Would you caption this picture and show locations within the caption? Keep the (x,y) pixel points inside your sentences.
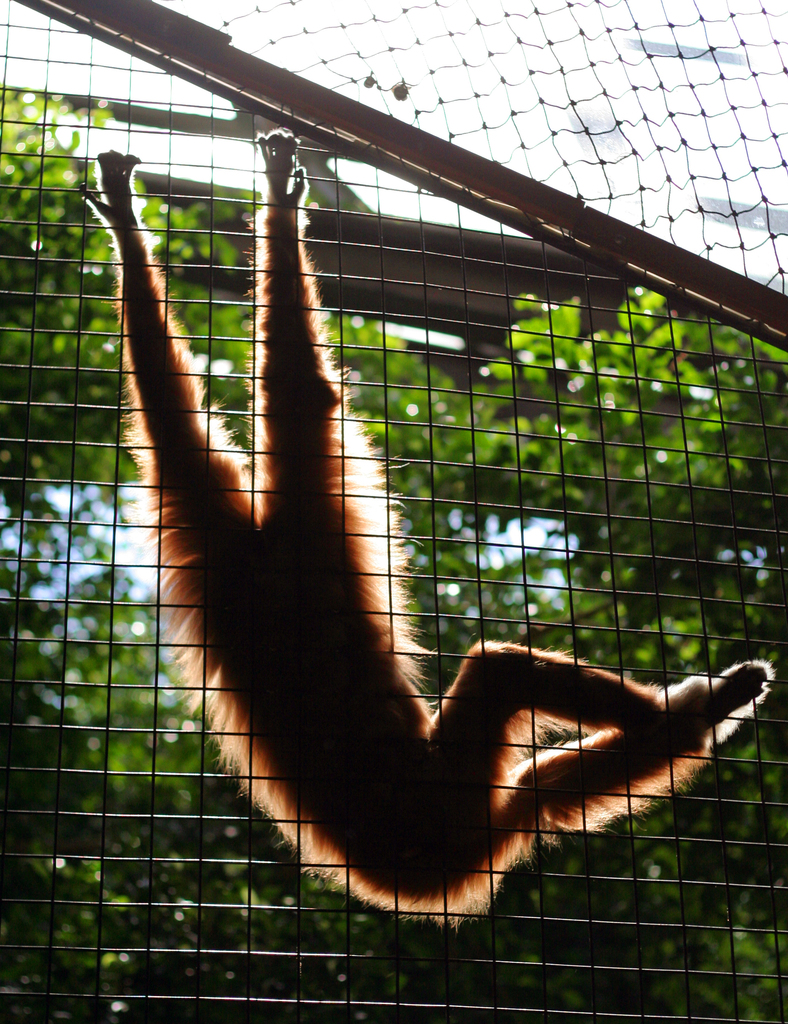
This is an outdoor picture. On the background of the picture (603,511) we can see tree (596,509) and sky (532,544) is also visible. On the top (616,79) also there is a sky (619,117). This is a cage kind of thing (146,773) in which we can see a animal (341,690). I think it belongs to a monkey breed.
